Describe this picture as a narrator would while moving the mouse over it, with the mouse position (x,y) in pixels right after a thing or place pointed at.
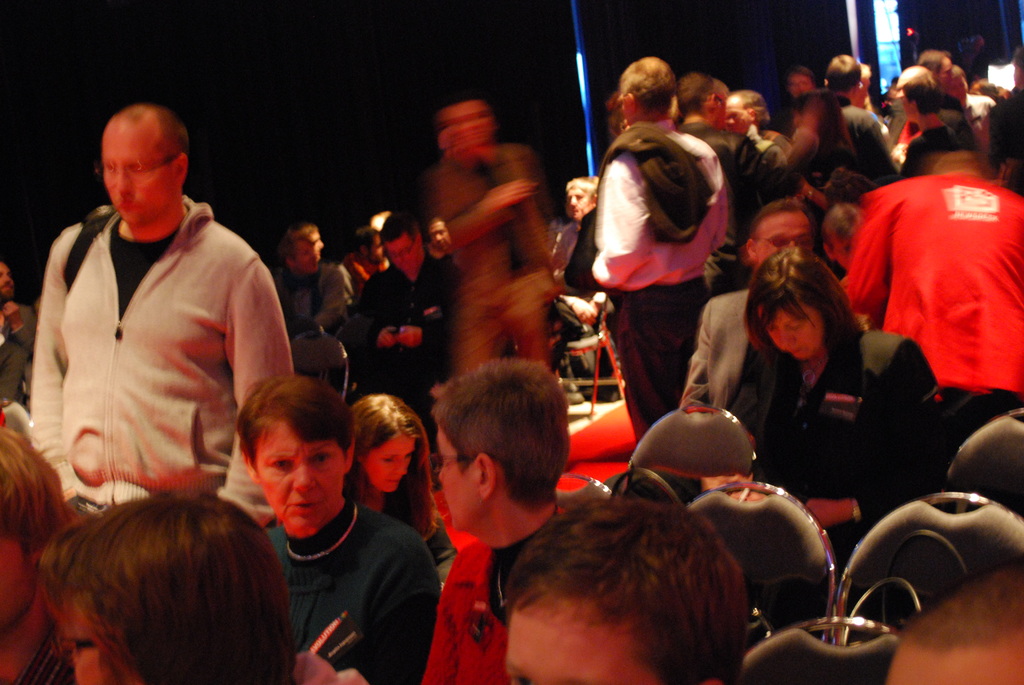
In the picture we can see a group of people (540,628) sitting on the chairs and talking to each other and some people (655,97) are standing and talking and in the background (573,20) we can see some poles (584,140) which are blue in color.
